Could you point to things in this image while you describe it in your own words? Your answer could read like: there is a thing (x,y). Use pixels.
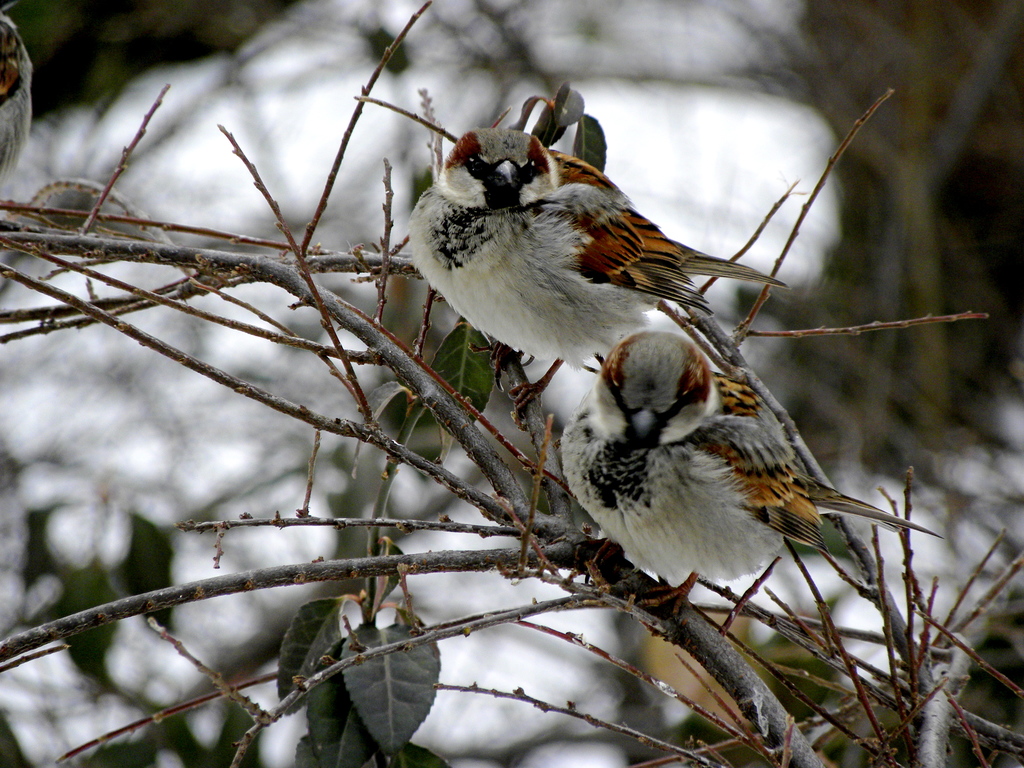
In this picture I can see there are sparrows (731,518) and there are sitting on a tree (424,687) and in the backdrop (603,636) I can see there is snow (307,393) on the floor (16,672).
